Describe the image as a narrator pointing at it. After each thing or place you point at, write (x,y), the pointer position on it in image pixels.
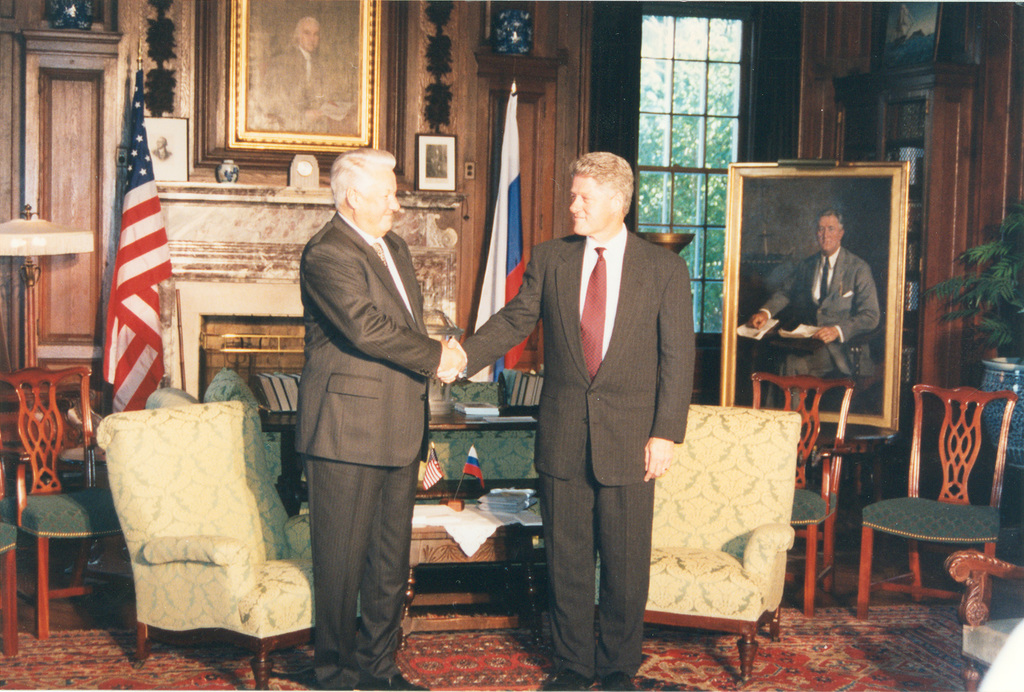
In this image I can see a man (341,374) who is shaking hand (445,349) with another man (633,378) on the floor (511,672). I can also see a flag (126,289) few chairs (190,481) and photo painting (802,260) on the right side (846,231).
